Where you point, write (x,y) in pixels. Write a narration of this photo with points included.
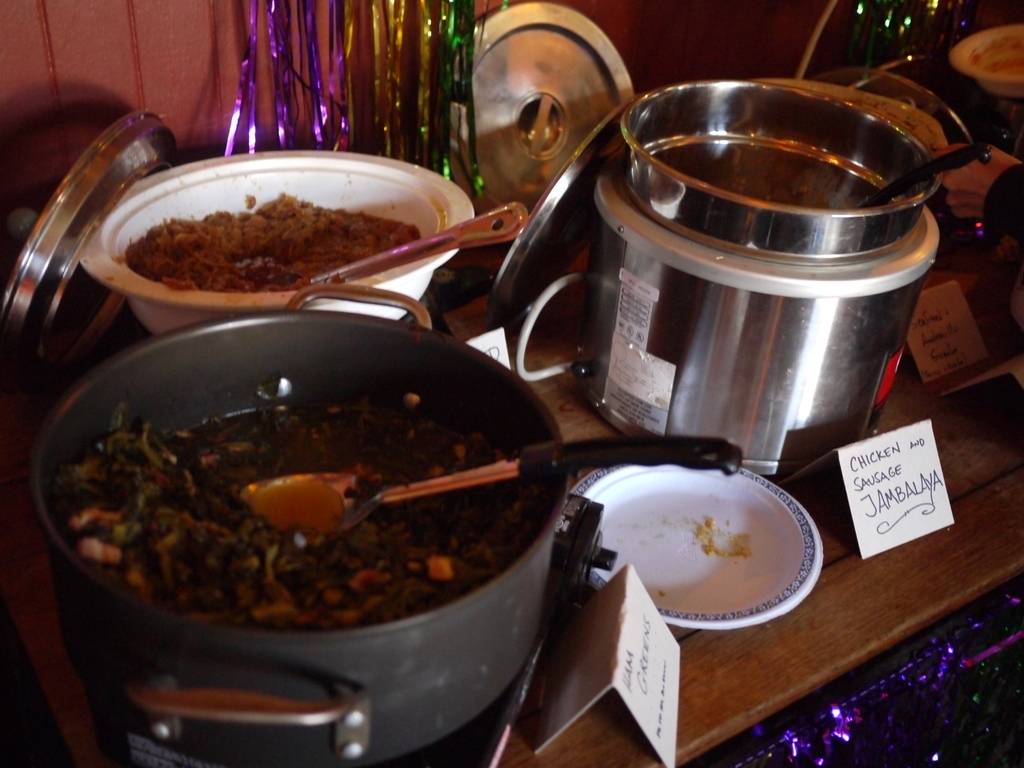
In this image we can see a wooden surface (975,494). On that there is a plate (633,532), bowls (347,184) with food items (310,568), spoons (359,268), lids (100,215), papers (896,454) with some text (943,352) and few other items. In the back (183,86) there is a wall (749,21). And there are few decorative items (917,21).
